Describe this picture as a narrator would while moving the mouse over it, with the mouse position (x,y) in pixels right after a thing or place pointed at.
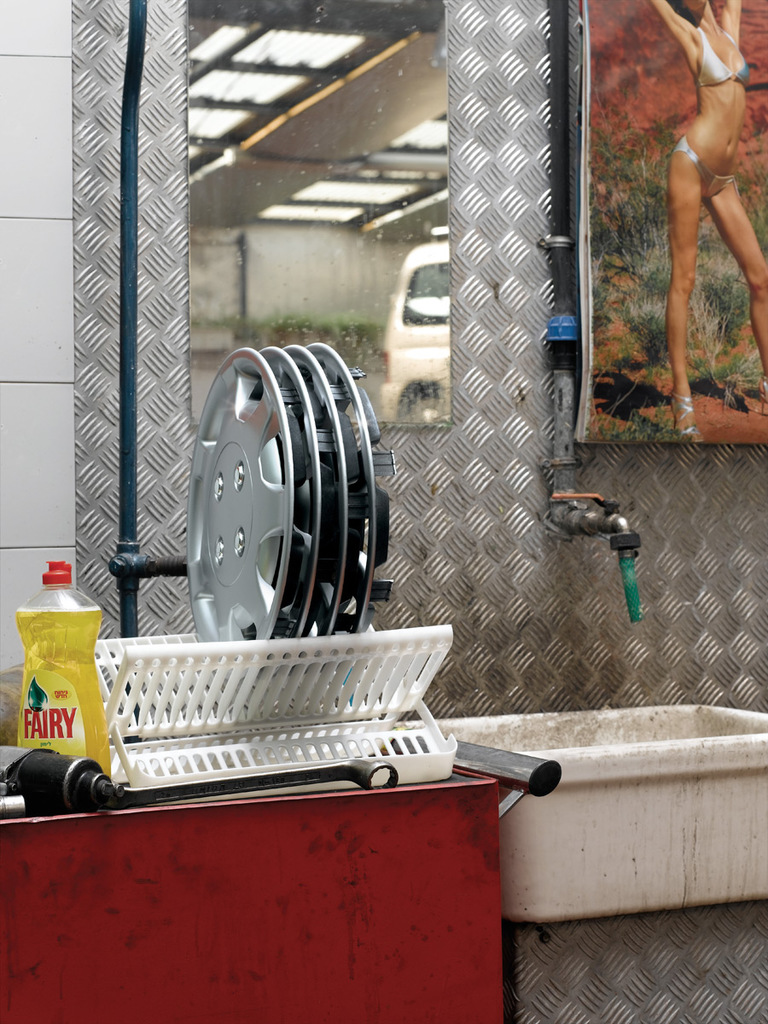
In this image I can see a sink (621,832) which is white in color, a tap (617,549), a silver surface (508,559), a mirror (423,282), a bottle (92,693) and a photo frame (641,393) attached to the silver surface (536,216). In the mirror (395,240) I can see the reflection (364,296) of few objects (405,299) and the ceiling (355,167).
